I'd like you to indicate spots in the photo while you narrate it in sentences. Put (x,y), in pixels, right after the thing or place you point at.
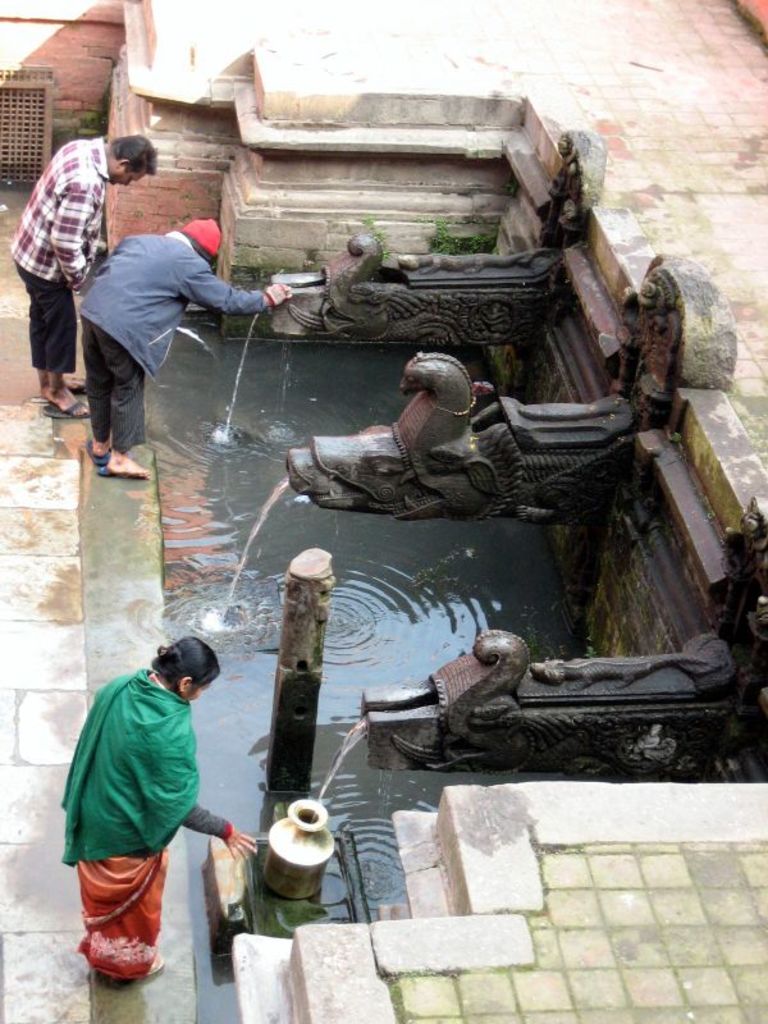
In this image we can see few people (182,684). There is some water (475,588). We can see the sculpture (528,453) in the image.
